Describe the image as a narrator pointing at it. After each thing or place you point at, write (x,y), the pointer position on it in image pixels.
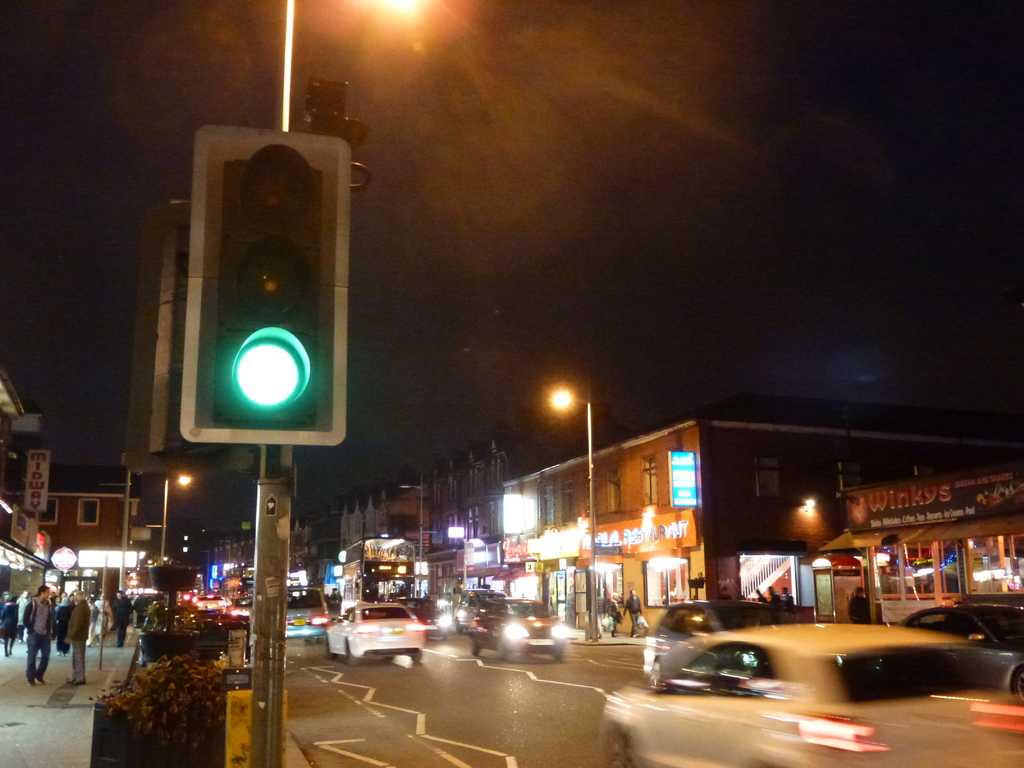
In the foreground (939,726), I can see light poles (346,360), fleets of vehicles (483,649), boards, boxes (175,632) and a crowd (40,584) on the road (427,753). In the background (624,483), I can see buildings (635,475), windows (616,483) and the sky (622,273). This image taken, maybe during night.
